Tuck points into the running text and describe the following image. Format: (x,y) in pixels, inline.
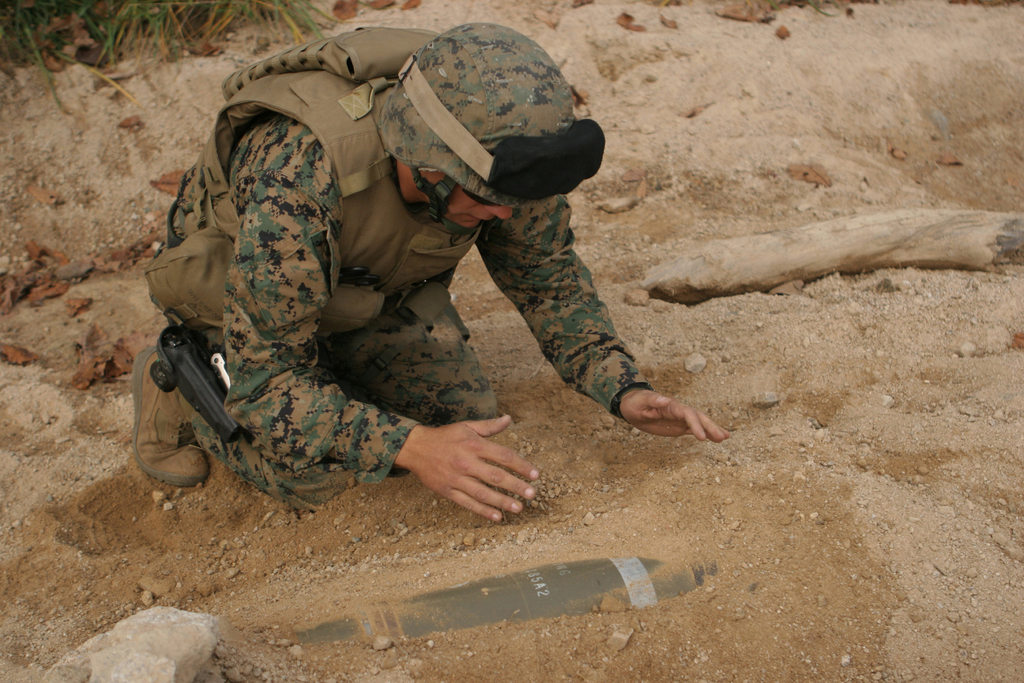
In the picture we can see a person (267,335) wearing army uniform (352,355), jacket (396,240), helmet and shoes (187,432) is sitting on the ground (809,369). Here we can see some stones (64,671) and some plants (157,45).
